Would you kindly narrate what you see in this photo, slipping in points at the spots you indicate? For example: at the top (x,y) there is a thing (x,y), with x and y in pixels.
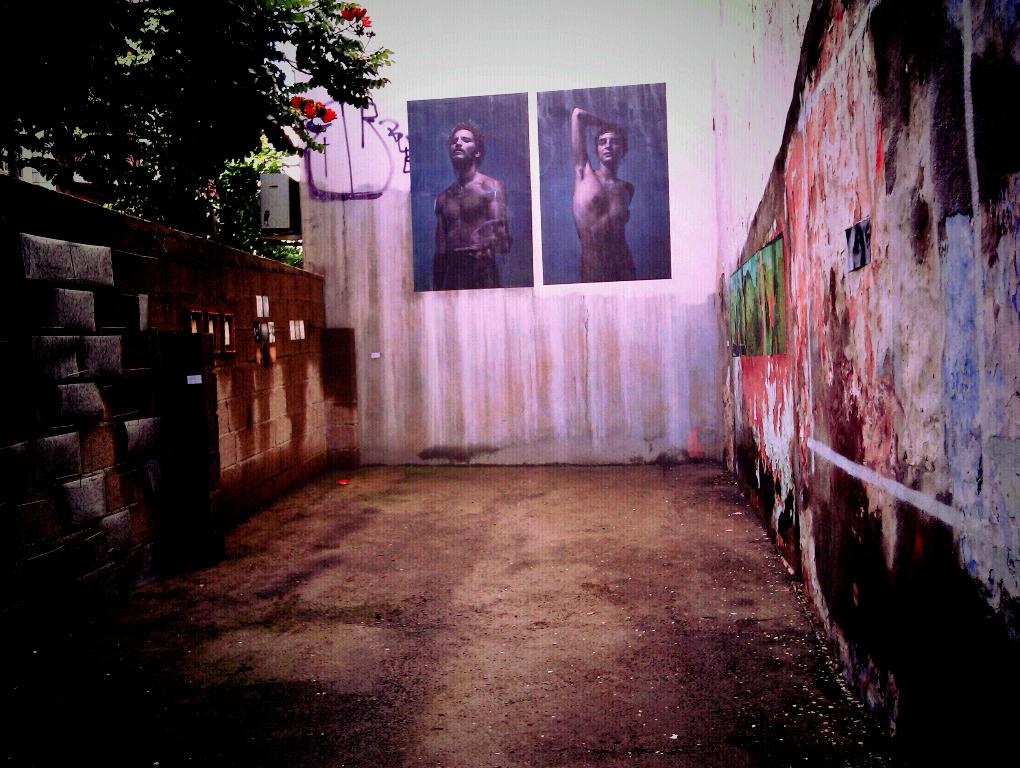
On the left side (105,302) there is a brick wall (237,411) and trees (158,149). In the back (491,330) there's a wall (512,375) with posters (505,203) of a man (480,205) and a woman (603,195). On the right side (826,346) there is a wall (870,315).
